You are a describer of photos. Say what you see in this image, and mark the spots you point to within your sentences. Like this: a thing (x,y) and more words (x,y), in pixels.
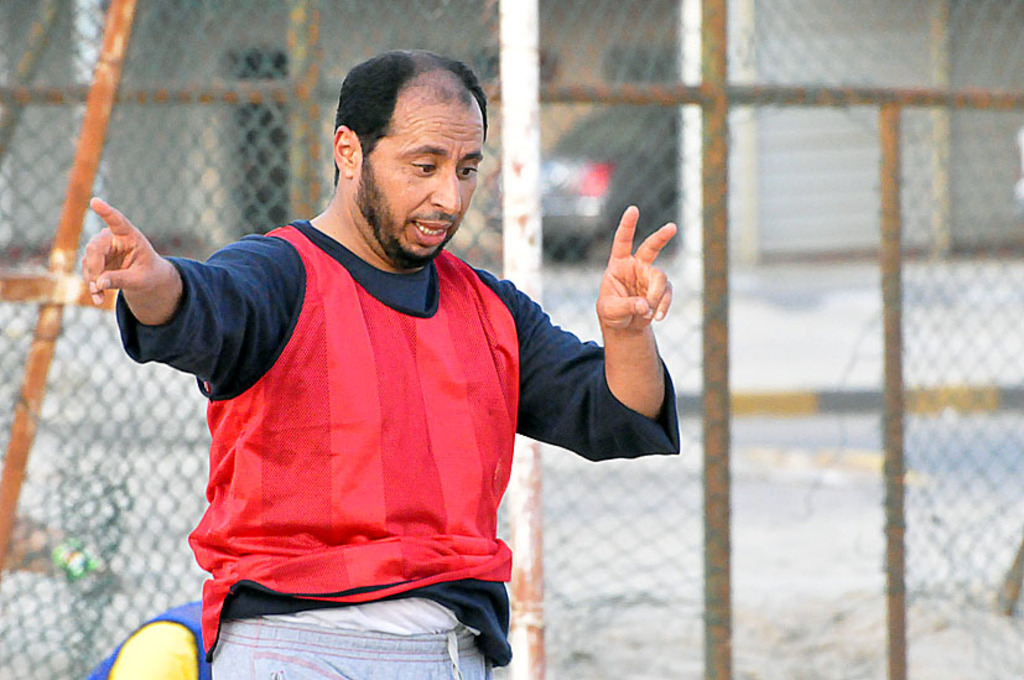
In the front of the image (381,488) I can see a person (355,647). In the background of the image (617,116) it is blurry. There is a mesh (181,150) and objects (619,214).
